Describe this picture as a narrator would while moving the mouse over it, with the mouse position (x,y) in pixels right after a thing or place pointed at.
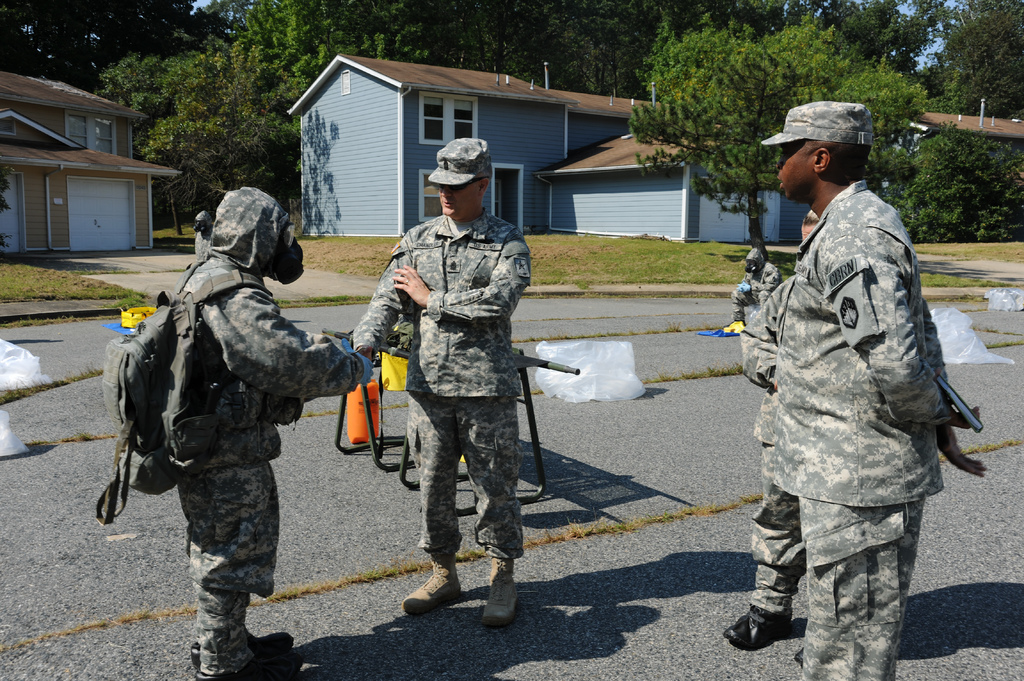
In the image few people (453,269) are standing. Behind them there is grass (937,286) and table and houses (573,200) and trees (992,24).
